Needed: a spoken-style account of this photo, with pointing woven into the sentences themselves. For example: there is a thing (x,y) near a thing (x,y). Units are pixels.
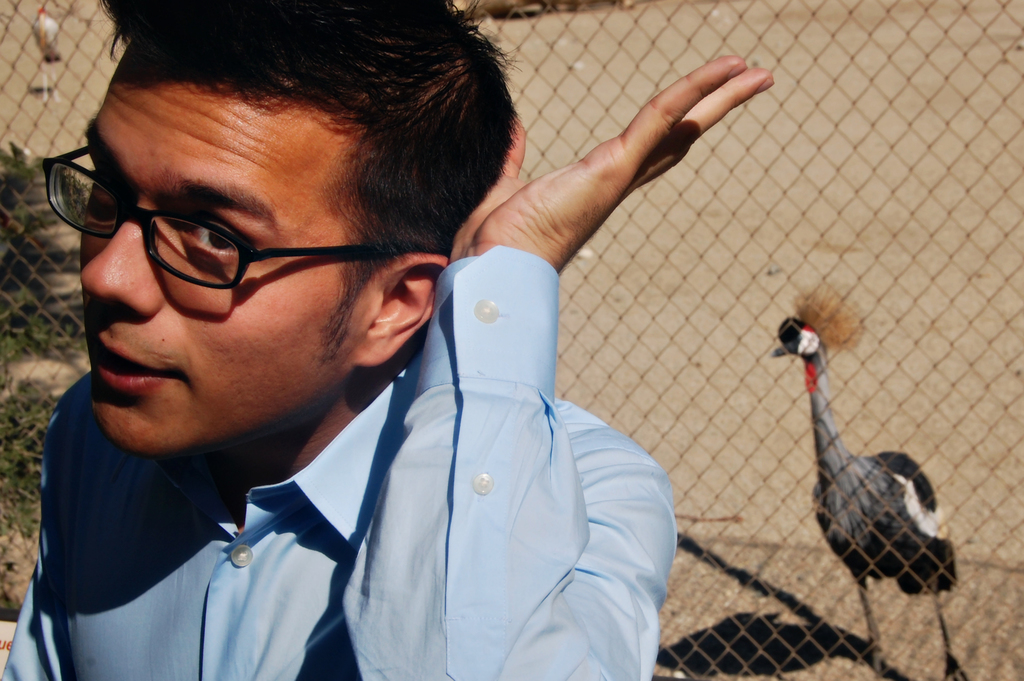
In this image we can see a person (274,293), behind to him, there are birds (46,28), plants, and the fence (709,264).
